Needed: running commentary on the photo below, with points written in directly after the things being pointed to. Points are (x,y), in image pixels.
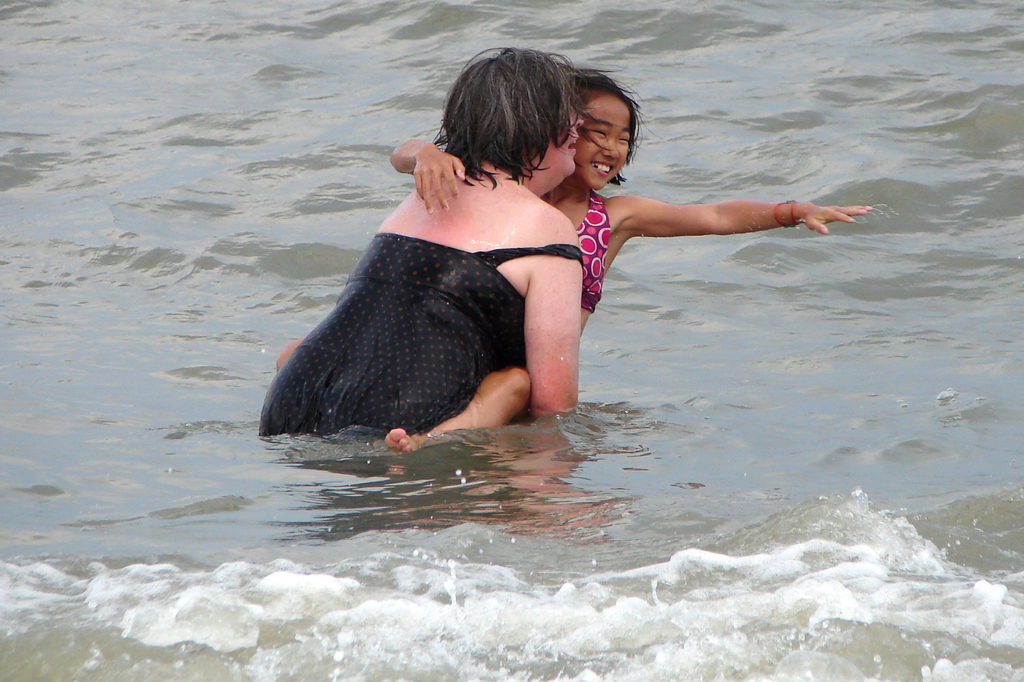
We can see water (311,472) and people (484,245).
